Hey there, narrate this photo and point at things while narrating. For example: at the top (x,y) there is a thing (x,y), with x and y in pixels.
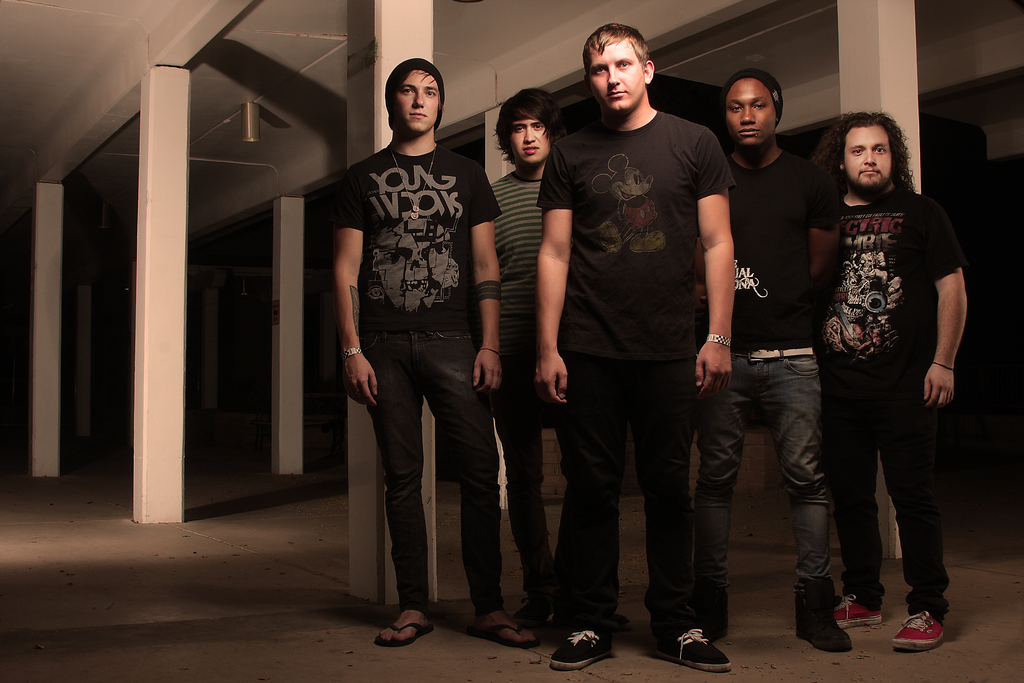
This picture is clicked inside the building (746,430). In this picture, we see five men (493,242) are standing. All of them are posing for the photo. Most of them are wearing black T-shirts (831,396). Behind them, we see pillars (288,345). At the top of the picture (327,58), we see the roof (545,55) of the building (545,55).
